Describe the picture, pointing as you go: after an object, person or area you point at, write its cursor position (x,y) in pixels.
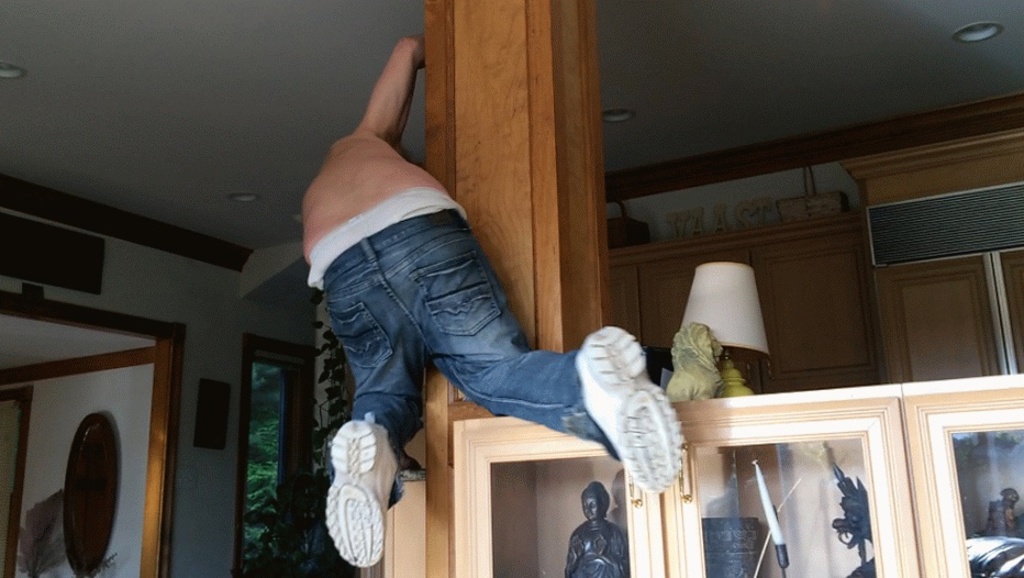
There is one person (408,309) in the middle of this image (400,281) is wearing a jeans (514,358). There is a wall (201,300) in the background (194,318). There are two doors (269,418) on the left side of this image (172,450), and there are some cupboards (772,301) on the right side of this image (867,317). There is one lamp (732,377) kept on the wooden shelf (751,410) as we can see on the right side of this person (513,317). There are some statues (853,519) are kept on a shelf (909,507) at the bottom of this image (725,523).
